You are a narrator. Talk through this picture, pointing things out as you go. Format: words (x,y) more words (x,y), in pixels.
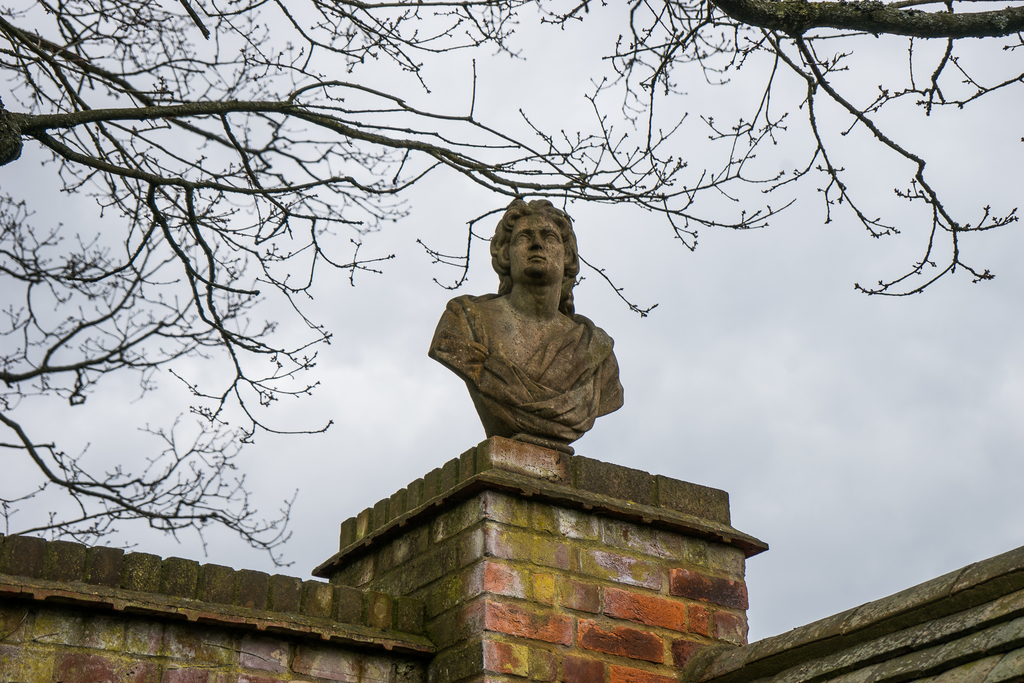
In this picture we can see a statue (611,355) on the wall (536,451) and in the background (649,403) we can see trees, sky (852,478).
